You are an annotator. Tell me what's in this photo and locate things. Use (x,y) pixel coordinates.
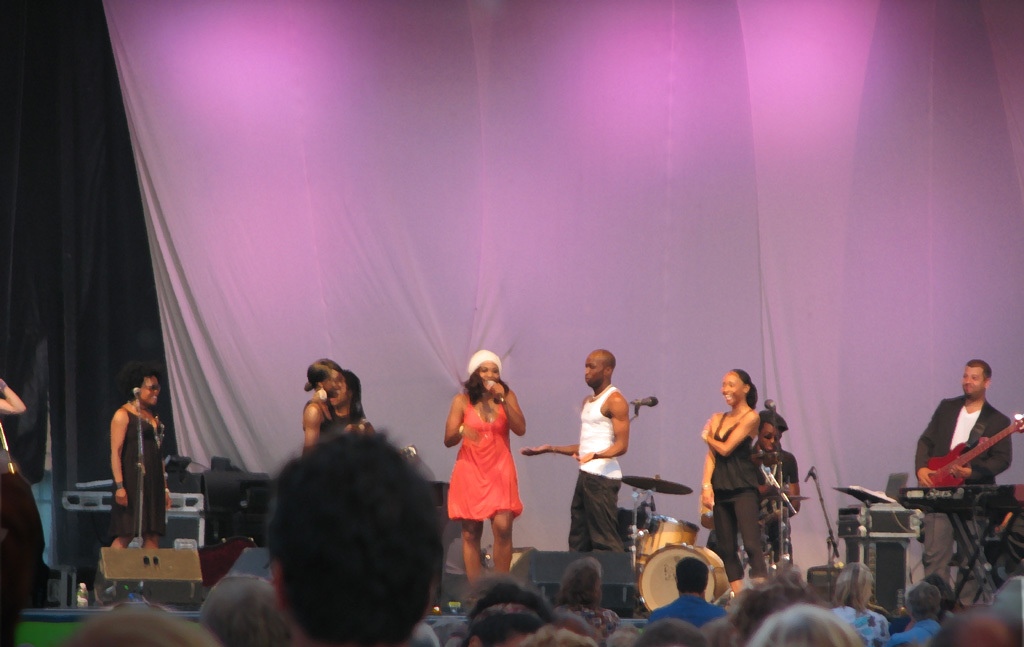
In this image I can see there are few persons (776,449) holding a musical instrument (950,463) and playing a music and at the bottom (654,622) I can see person head (767,595) and at the top (676,194) I can see the white color curtain (186,292).
